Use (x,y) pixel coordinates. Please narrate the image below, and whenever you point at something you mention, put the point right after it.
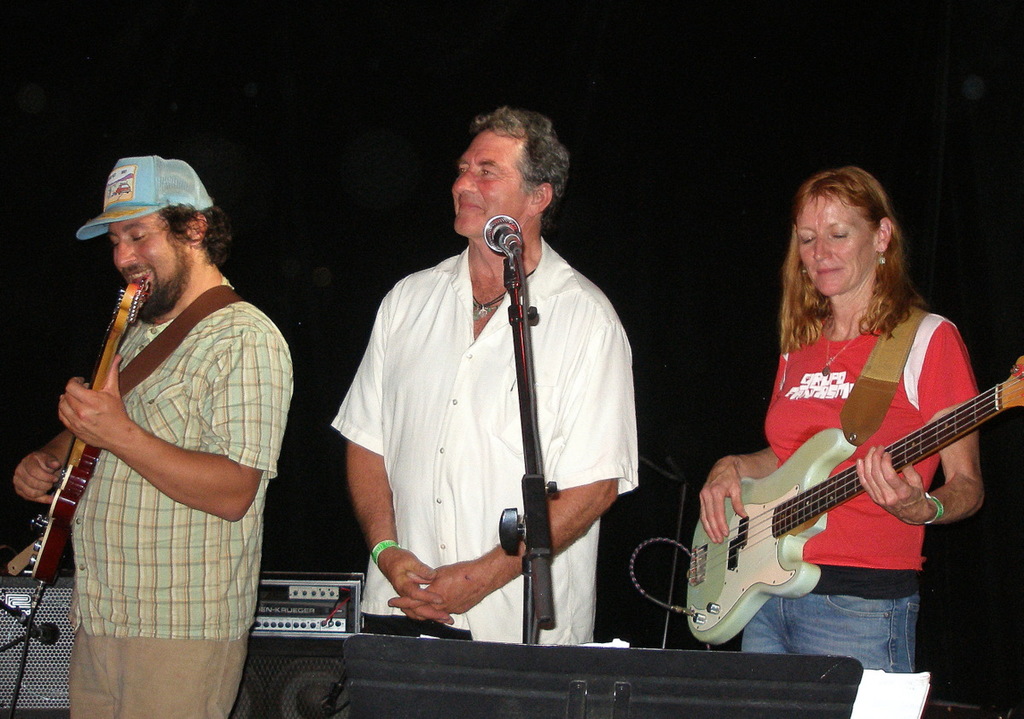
Background (869,93) is dark. Here we can see a women (843,397) and a man (107,391) playing guitars (854,480). We can see a man (445,401) wearing white colour shirt (512,434) standing in front of a mike (499,226) and smiling. This is a device (275,631). Behind to this man (89,561) we can see an amplifier (48,659).
